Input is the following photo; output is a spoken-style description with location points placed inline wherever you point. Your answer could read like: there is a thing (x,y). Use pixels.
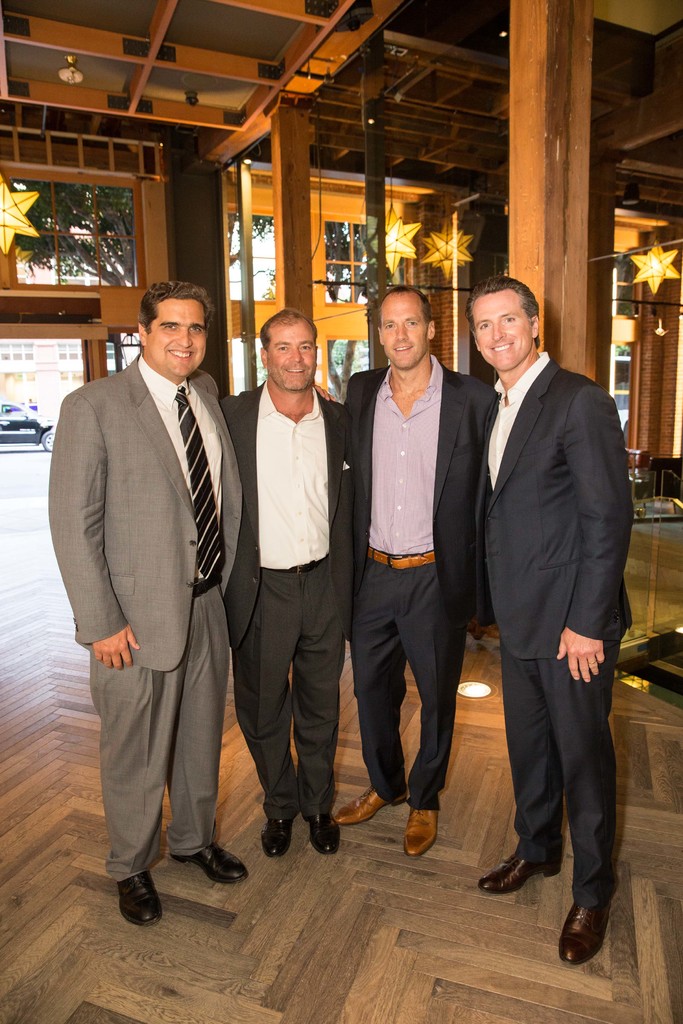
In this image we can see four men (416,518) standing on the floor (89,740) and a light (24,211) hanged to the ceiling (100,60), we can see the reflection (405,244) of the light (391,256) on the mirror (427,228) and in the background (18,413) there are trees (118,233), a car (42,420) on the road (7,465) and a building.
